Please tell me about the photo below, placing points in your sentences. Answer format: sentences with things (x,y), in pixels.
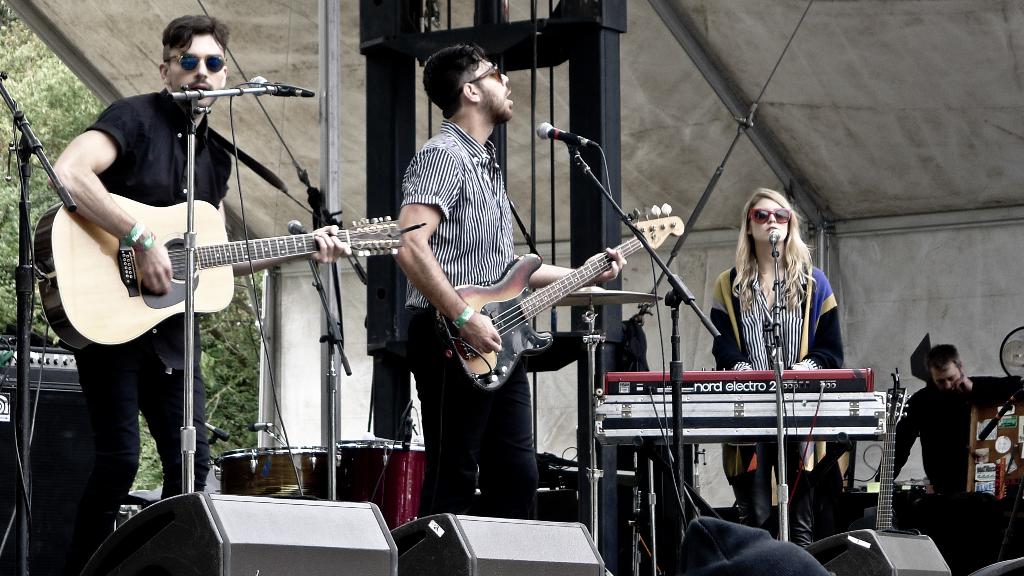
There are people (440,305) here on the stage (673,254) playing musical instruments (466,295).
